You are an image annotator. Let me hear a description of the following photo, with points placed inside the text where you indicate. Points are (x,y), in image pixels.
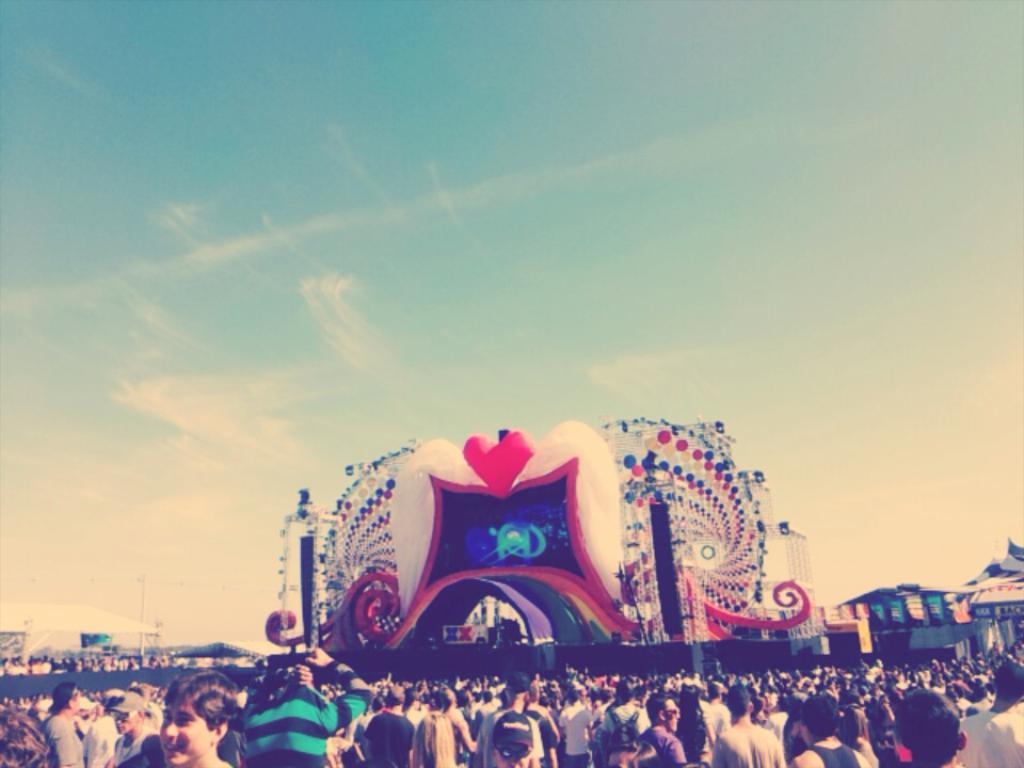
In the image in the center (610,439), we can see some architecture (579,509). And we can see a group of people (544,684) are standing. In the background (446,361) we can see the sky (441,265), clouds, tents (985,589) etc.
